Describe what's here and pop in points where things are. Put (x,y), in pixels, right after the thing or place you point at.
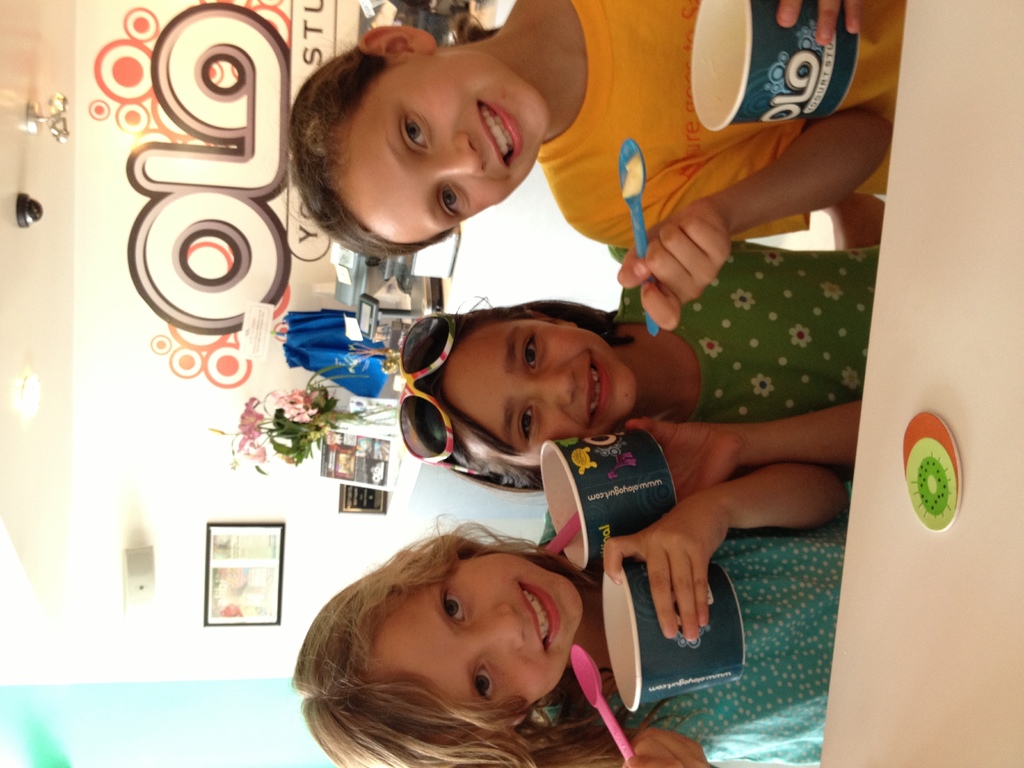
In this image, we can see three children (738,475) are holding cups (640,634). They are seeing and smiling. Background (243,540) there is a wall (209,518), frame (248,580), flowers (290,419) with flower vase (388,426), few objects (944,469).
